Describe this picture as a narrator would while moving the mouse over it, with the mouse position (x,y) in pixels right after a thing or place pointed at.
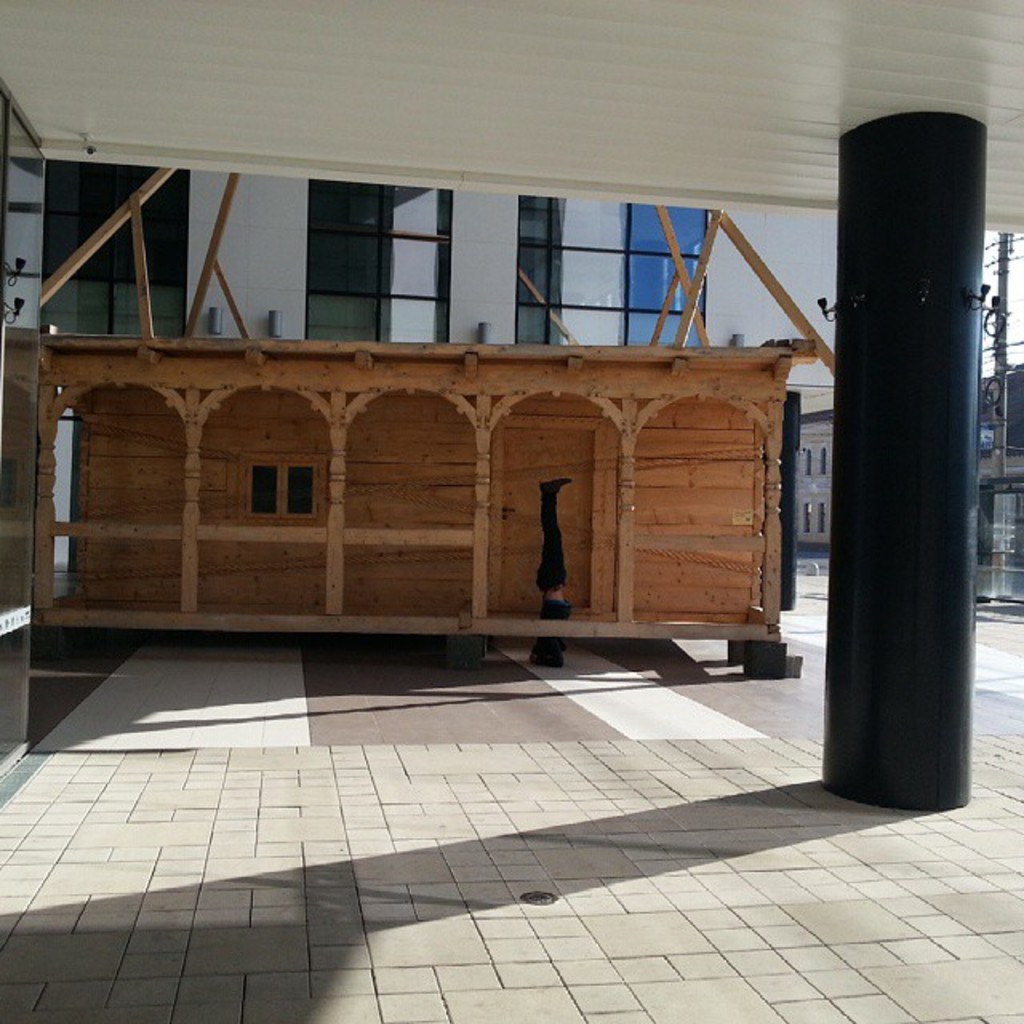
In this image I can see a person (547,591) wearing black color dress (547,542), in front (946,707) I can see a pillar (956,643) in black color. Background (558,243) I can see few buildings (707,281) in white color, few electric poles (1006,361) and the sky (988,305) is in white color.
